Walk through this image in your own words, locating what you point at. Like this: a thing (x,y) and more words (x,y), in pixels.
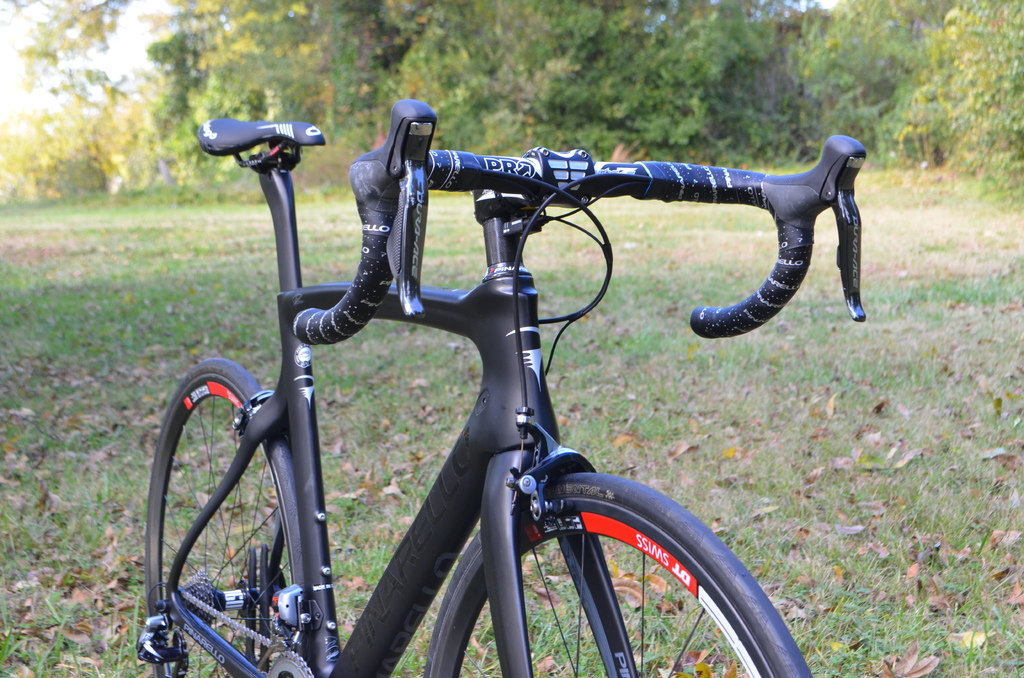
In this picture I can see a cycle (306,323) in front (356,314) which is of black in color and I see something is written on it and I see the grass (461,358). In the background (57,193) I see number of trees (590,89).
